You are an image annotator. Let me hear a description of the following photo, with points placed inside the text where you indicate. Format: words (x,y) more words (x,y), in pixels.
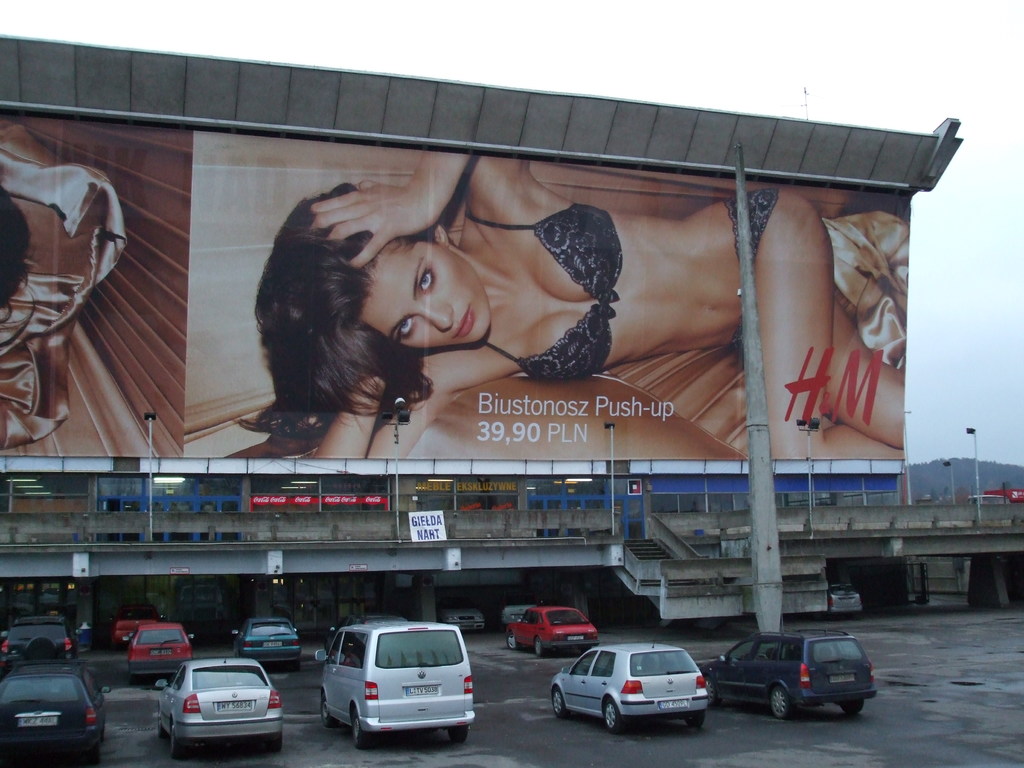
In this image there is a building (494,516) and there is a banner (469,356) with an image of a girl (644,323) is hanging on the wall (333,296) of a building (334,520), in front of the building (839,529) there are few vehicles (404,697) parked. In the background (787,42) there is the sky (802,45).
